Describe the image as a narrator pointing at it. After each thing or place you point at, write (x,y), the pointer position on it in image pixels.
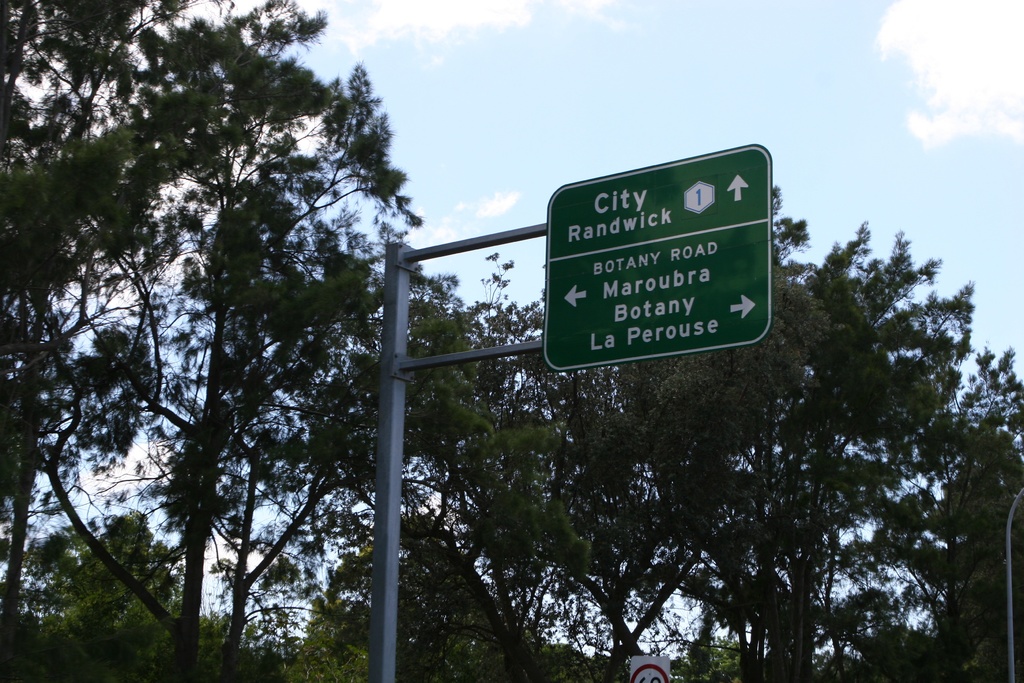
In this image I can see a board (647,317) attached to the pole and the board (612,302) is in green color. Background (424,416) I can see trees (503,483) in green color and the sky (653,131) is in white and blue color.
